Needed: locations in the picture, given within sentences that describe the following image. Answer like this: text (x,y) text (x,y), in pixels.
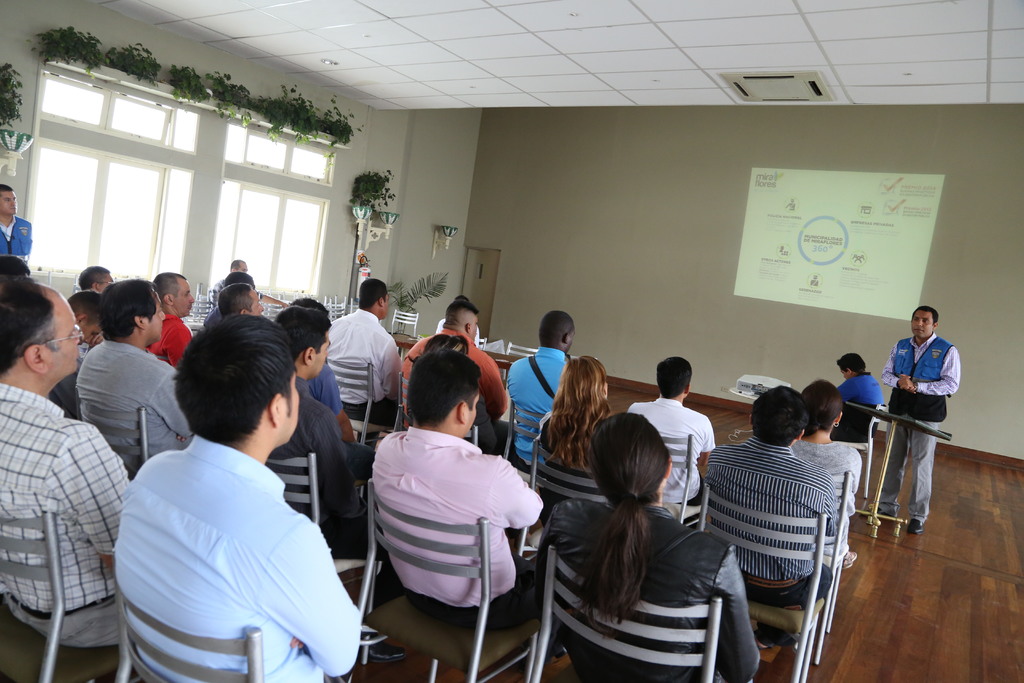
In this image there are a group of people (297,445) sitting in chairs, beside them there is a person (18,243) standing, behind him there are flower pots (390,221), plants (237,108) on the walls (339,162) and there are glass windows (174,217) with curtains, in front of the image there is a person (916,401) standing, in front of him on the stand (890,439) there are some objects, beside him there is another person (857,412) sitting in a chair (868,446), in front of him there is a projector (755,379) on a stool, in the background of the image (817,286) there is a wall (735,196) with a screen (744,233), on the corner of the wall (503,285) there is a door (466,286), at the top of the image (773,78) there is an air conditioner (745,88) on the roof (422,60).
